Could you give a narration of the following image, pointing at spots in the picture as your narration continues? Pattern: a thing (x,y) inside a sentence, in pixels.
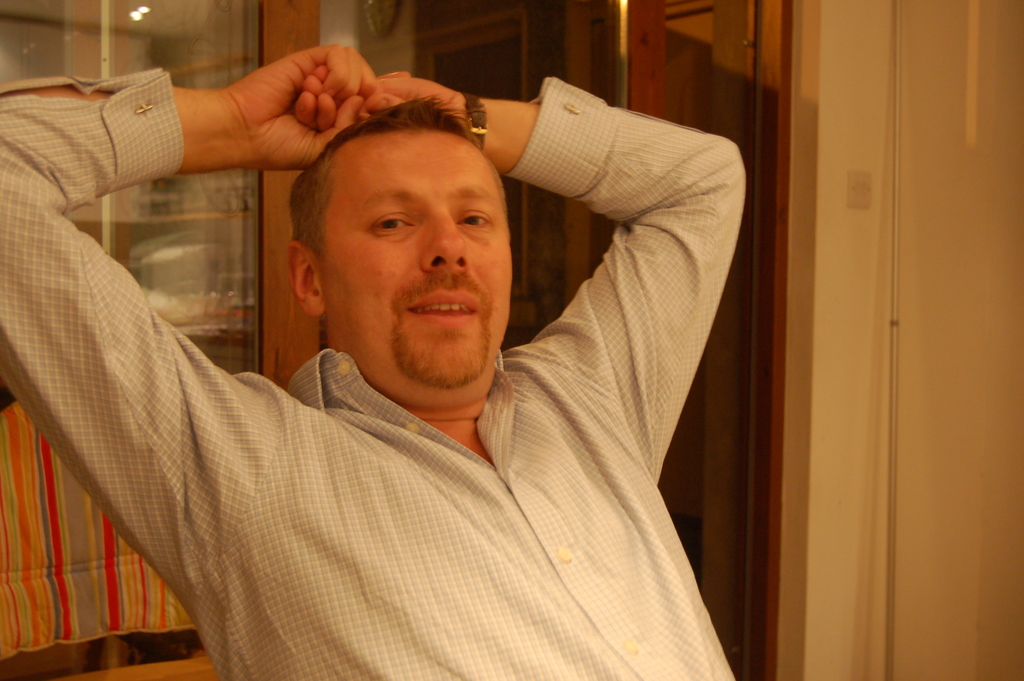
This image is taken indoors. In the middle of the image (473,342) there is a man (382,351). In the background (902,476) there is a wall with a door (266,206) and there is a cupboard (223,288) with a few things (157,287). On the left side of the image (8,565) there is an empty chair (184,679).
